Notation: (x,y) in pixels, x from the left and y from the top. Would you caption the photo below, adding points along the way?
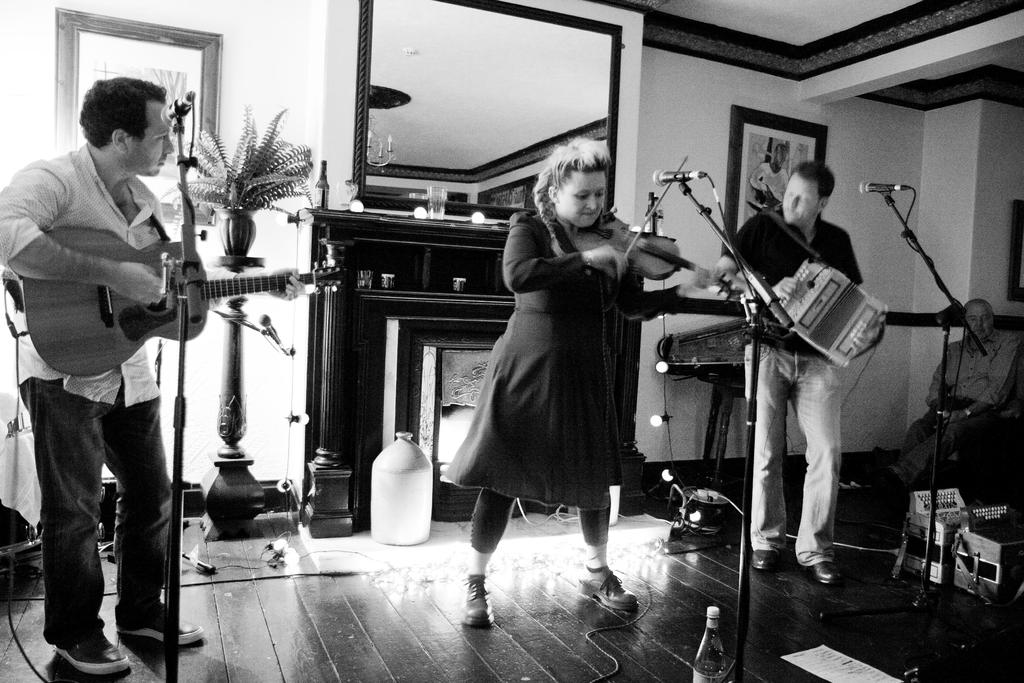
In this image I can see two men (830,432) and a woman (565,242) are holding musical instruments (812,307). I can also see a three mics (888,191) and a man (1007,372) is sitting. In the background (754,184) I can see a plant (290,177) and a frame (744,176) on this wall (878,178).
